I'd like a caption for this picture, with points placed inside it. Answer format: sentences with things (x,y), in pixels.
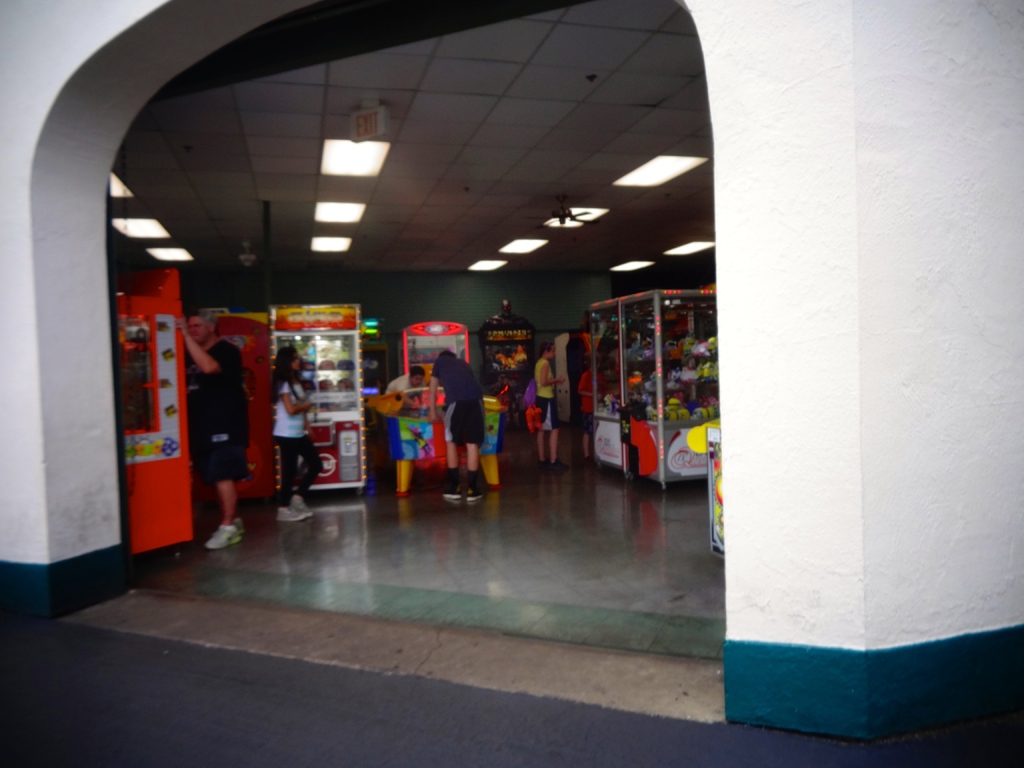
In this image, we can see a building (373,297) and inside the building (353,302), there are arcade machines (371,398) and some people (228,432) standing.
